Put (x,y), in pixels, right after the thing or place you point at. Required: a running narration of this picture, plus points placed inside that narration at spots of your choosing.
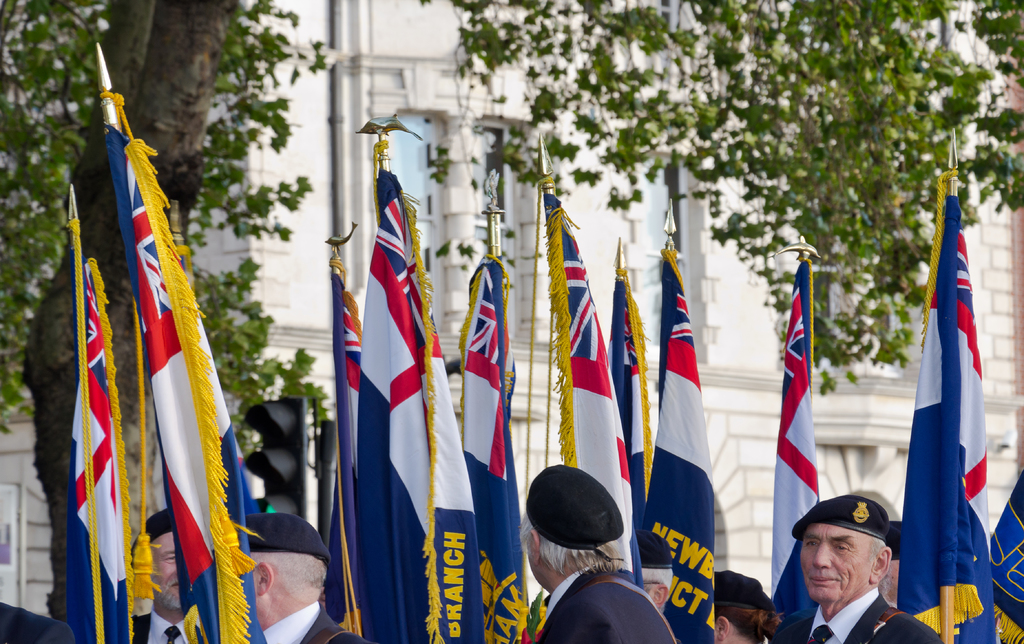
In this picture we can see few flags (249,599) and group of people (604,575), they wore caps (843,506), in the background (771,567) we can see traffic lights (304,404), trees (295,394) and a building (451,188).
